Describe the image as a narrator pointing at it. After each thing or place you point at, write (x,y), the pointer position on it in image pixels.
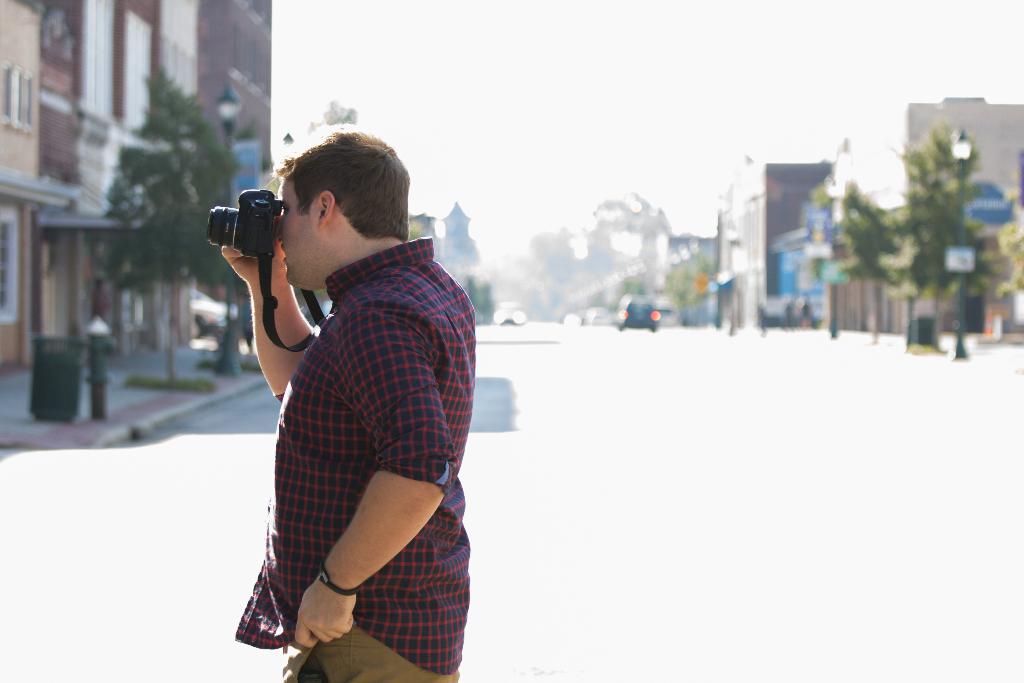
This picture is of outside. In the foreground (390,409) there is a person (373,303) wearing a shirt (377,403), holding a camera (270,237), standing and seems to be taking pictures. On the right (1017,215) there is a tree (927,219) and some buildings (830,175). In the background (118,216) there is a sky (526,56), car (628,310), trees (185,181), street lamp (231,104), poles (228,361) and buildings (209,28).
